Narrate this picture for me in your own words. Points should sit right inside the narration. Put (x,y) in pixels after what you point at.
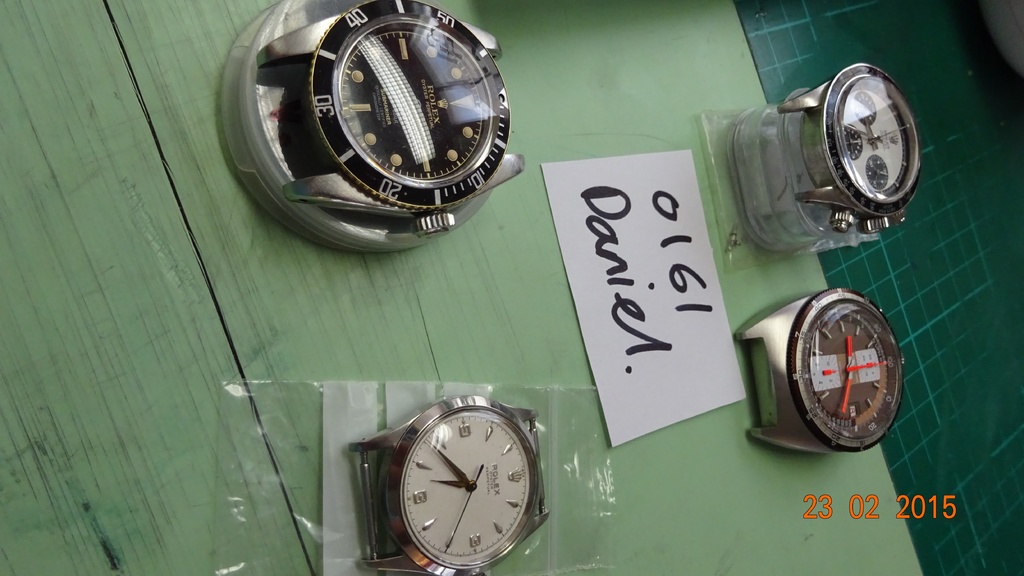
In this image, we can see watches (314,190) and a paper (679,333) are placed on the table (663,494).
